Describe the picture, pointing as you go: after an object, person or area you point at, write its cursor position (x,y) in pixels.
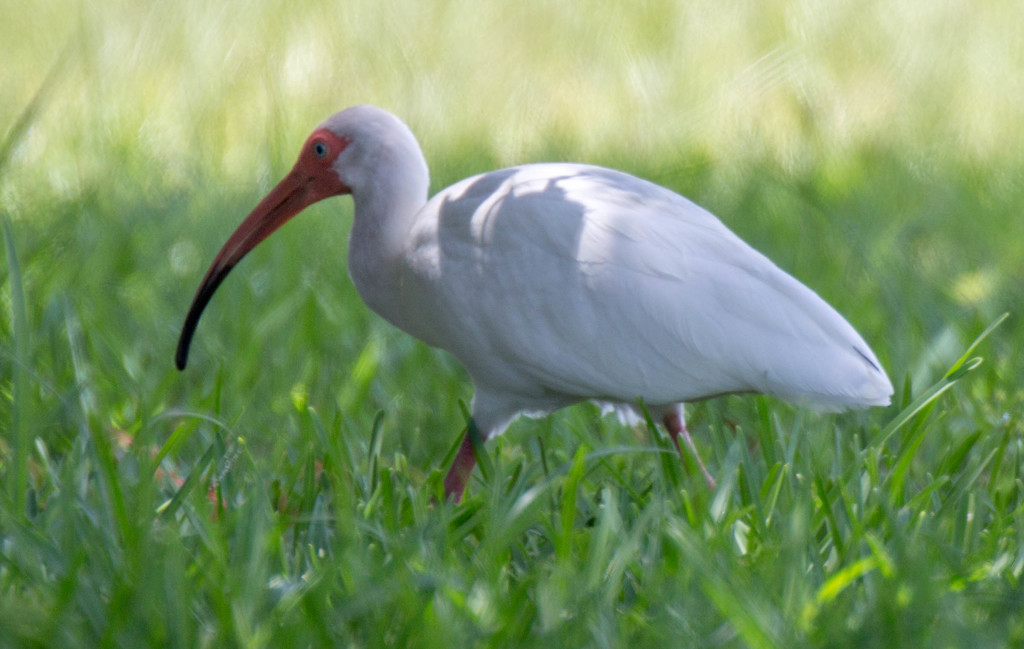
In this picture we can see a bird (688,269) and grass (697,425).
